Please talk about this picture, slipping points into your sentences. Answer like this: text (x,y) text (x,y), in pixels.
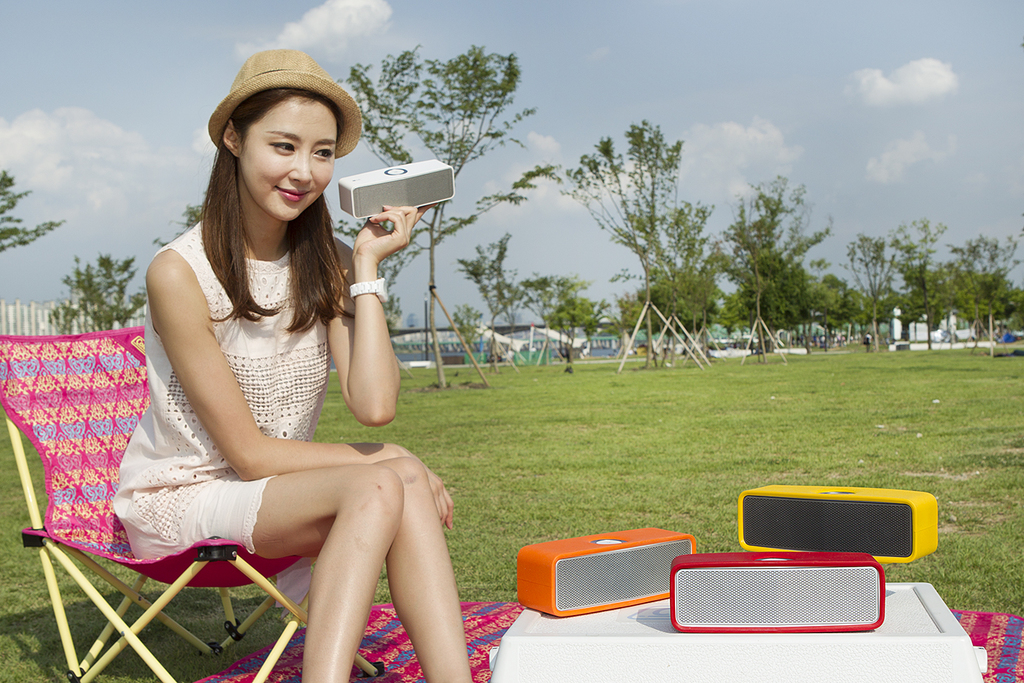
In the picture I can see a woman (325,297) is sitting on a chair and holding an object (400,198) in the hand (369,243). The woman (362,282) is wearing a hat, white color dress (306,356) and smiling. Here I can see a white color table (656,643) on which there are some object (720,583) on it. In the background (511,443) I can see the grass (664,426), trees (803,284), the sky (562,217) and some other objects (920,334) on the ground (7,543).
